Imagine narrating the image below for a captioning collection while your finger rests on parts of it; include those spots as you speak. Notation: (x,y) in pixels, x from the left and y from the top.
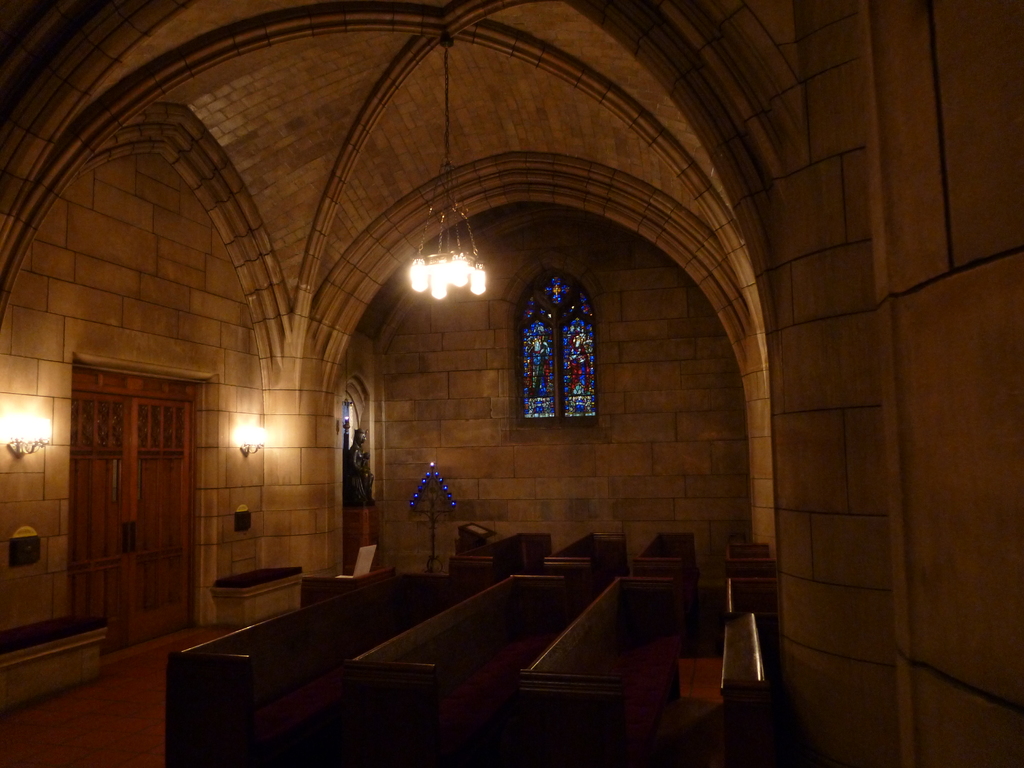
In this picture we can see benches (490,649) on the floor (159,718), doors (171,615), lights (459,261), walls (374,370), statue (365,494), ceiling (464,192) and some objects (364,515) and in the background (579,398) we can see a window (587,314).
